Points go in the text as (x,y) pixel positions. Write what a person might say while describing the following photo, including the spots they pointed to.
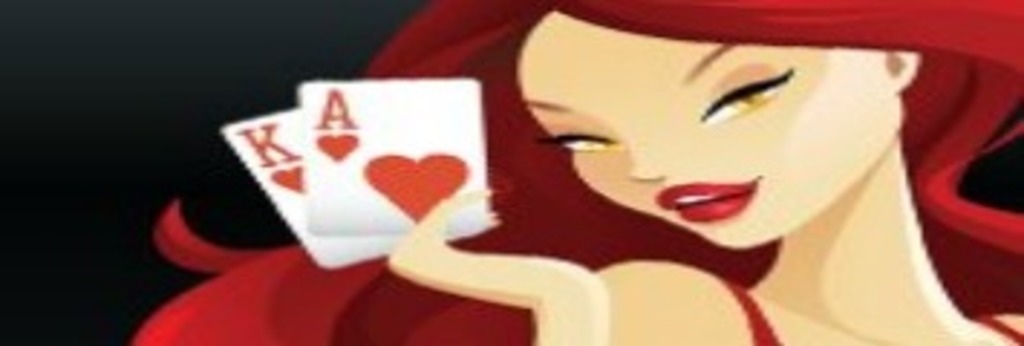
This is an animated image. In this image, on the right side (810,109), we can see a girl (884,318) holding a playing cards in her hands (548,278). In the background (112,137), there is black color.
